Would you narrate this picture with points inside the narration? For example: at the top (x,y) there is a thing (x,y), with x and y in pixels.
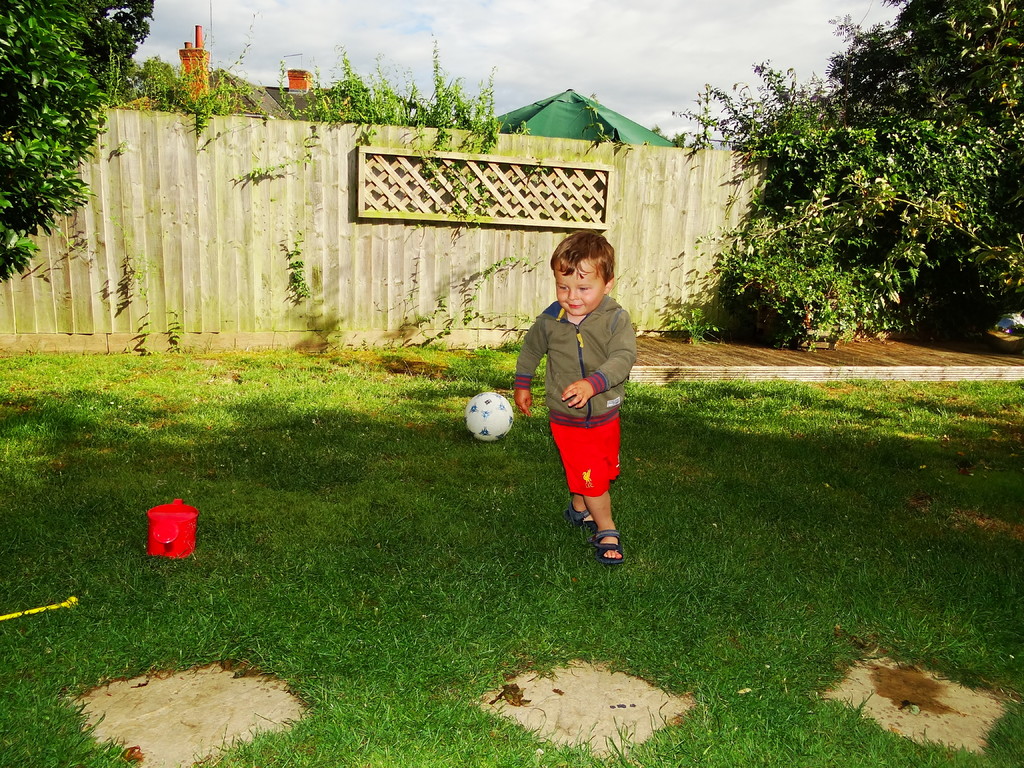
In the picture there is a boy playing with the ball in the grass (398,560), behind the boy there is a wall (282,152), there are trees (803,284), there are roofs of houses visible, there is a cloudy sky (886,17).
